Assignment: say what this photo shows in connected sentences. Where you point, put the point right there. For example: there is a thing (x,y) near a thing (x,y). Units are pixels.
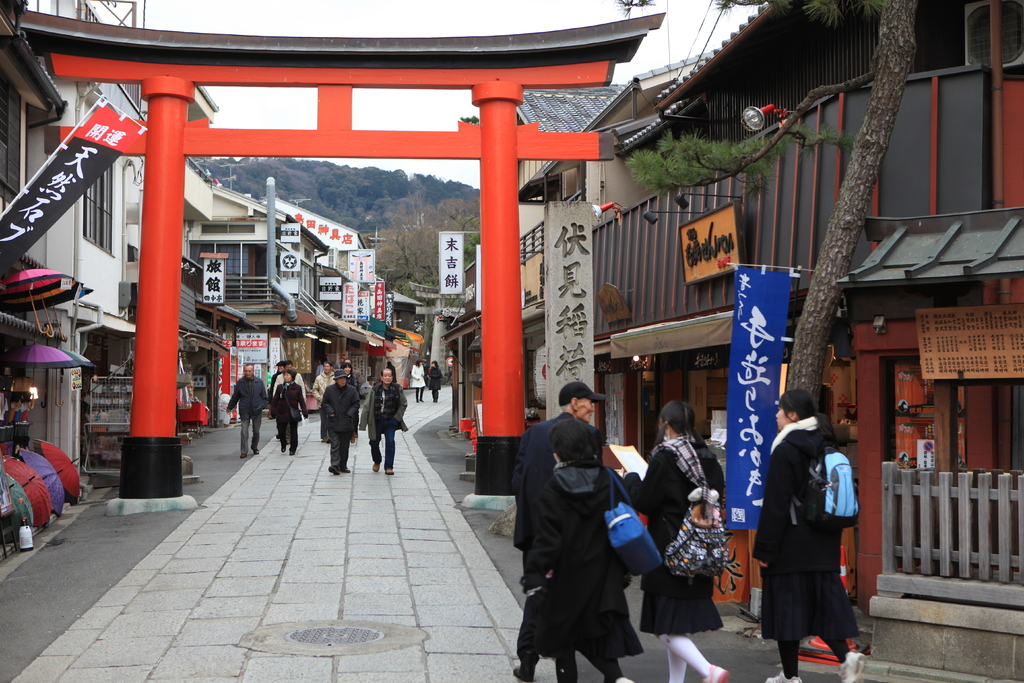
In this image we can see an arch (508,415) with pillars (508,415). There are many people (672,516). Some are holding bags (838,506). On the sides there are many buildings (651,137). There are banners (774,394) with text (756,396). And we can see umbrellas (53,346). In the background (335,205) there are trees (357,204), hill (318,170) and sky (285,33).
